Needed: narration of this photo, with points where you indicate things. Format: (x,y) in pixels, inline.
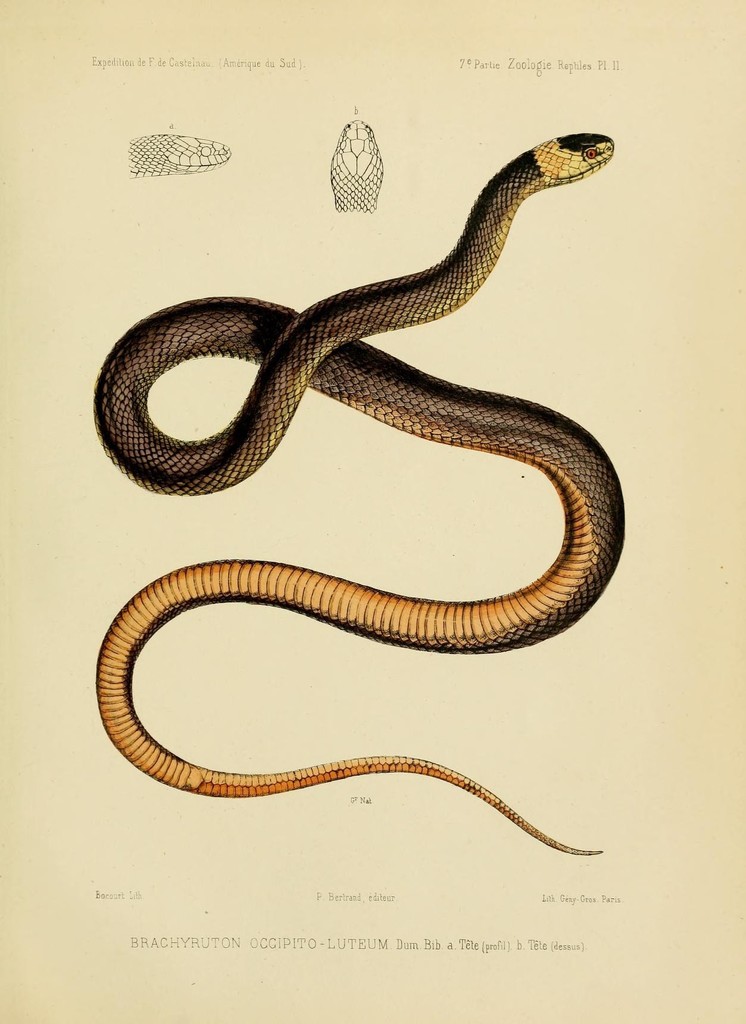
In the image we can see the diagram (440,612) of the snake (230,584) and this is a text (345,945).
